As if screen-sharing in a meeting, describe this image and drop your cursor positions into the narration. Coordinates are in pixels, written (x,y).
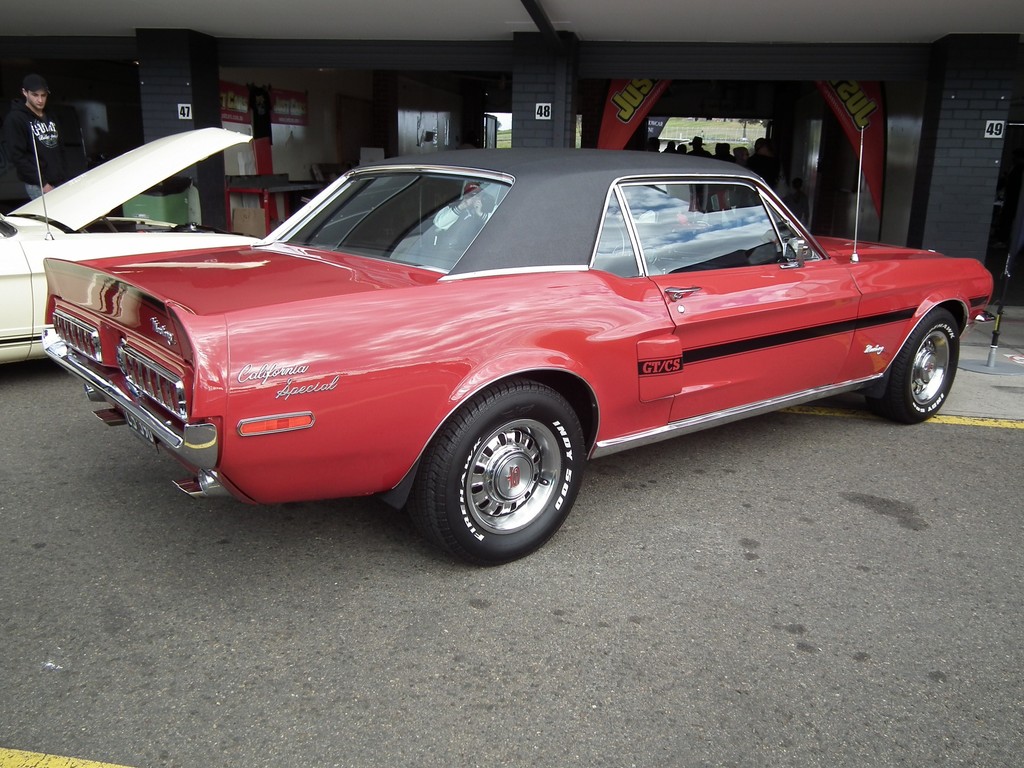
In this image, we can see cars (249,333) in front of the building (512,69). There is a person (63,151) in the top left of the image (23,120) wearing clothes (48,122).
